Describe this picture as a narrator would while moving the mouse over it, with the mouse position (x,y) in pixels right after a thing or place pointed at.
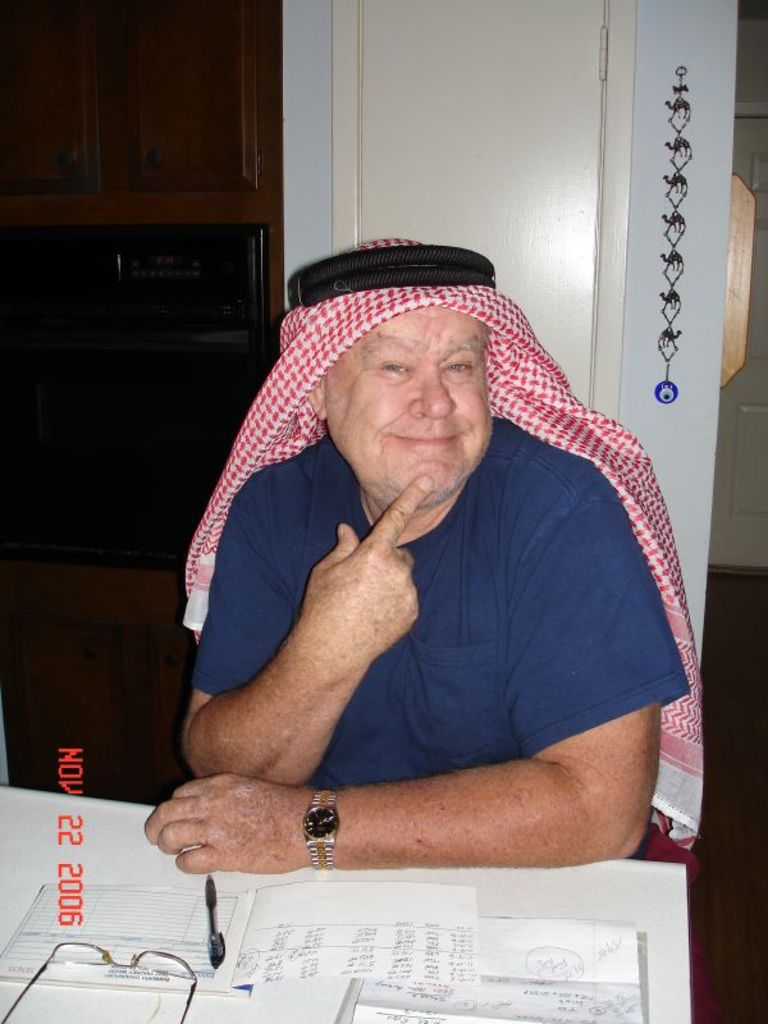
In the image we can see there is a man (360,632) sitting on the chair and he tied his head (491,403) in saudi style saudi head rings (427,275) are kept on the cloth (625,450). Behind there is a decorative chain (673,250) kept on the wall (632,398) and on the table (159,1021) there are papers (302,930), pen (212,928) and spectacles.
